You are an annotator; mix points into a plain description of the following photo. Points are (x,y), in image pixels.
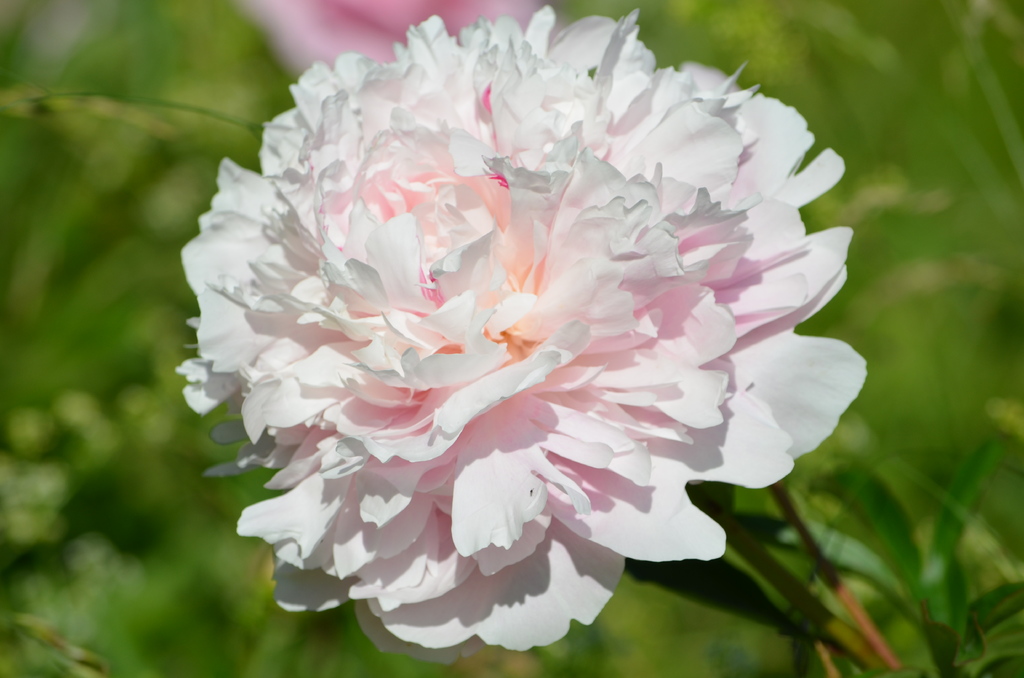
There is a flower (613,342) in the center of the image (490,315).
